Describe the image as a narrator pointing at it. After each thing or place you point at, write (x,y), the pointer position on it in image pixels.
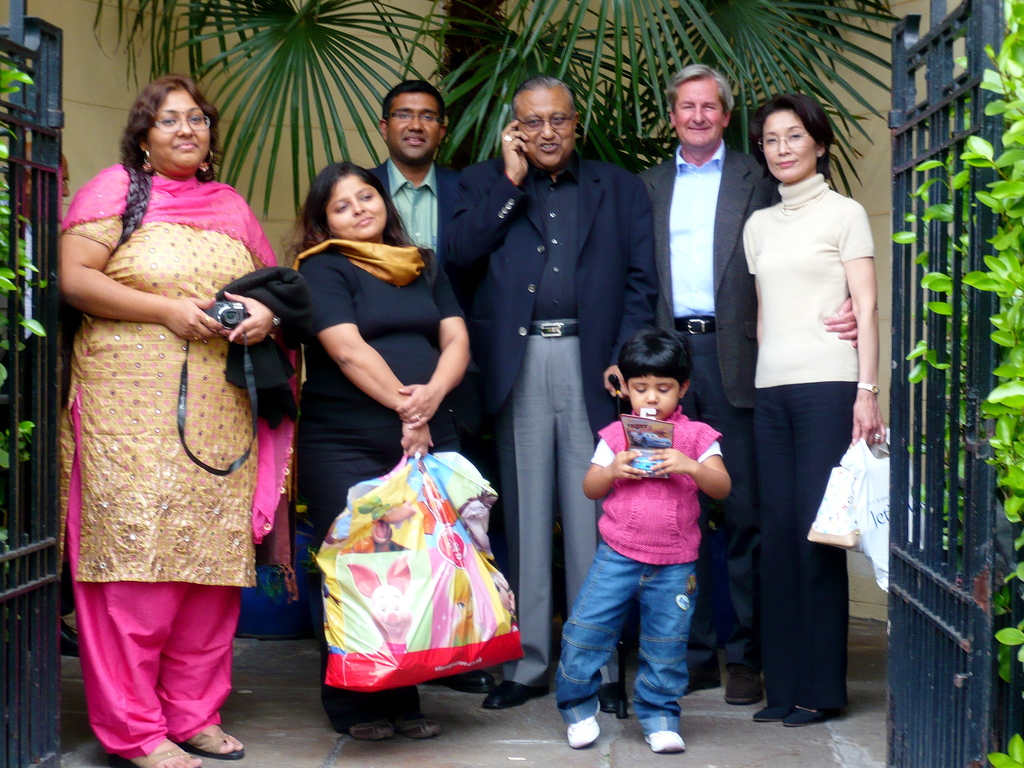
In this image, we can see a group of people (815,642) are standing. Few are smiling and holding objects (235,348). Here we can see plants (20,451), grills (11,524), tree (854,115). Background there is a wall (837,114).
